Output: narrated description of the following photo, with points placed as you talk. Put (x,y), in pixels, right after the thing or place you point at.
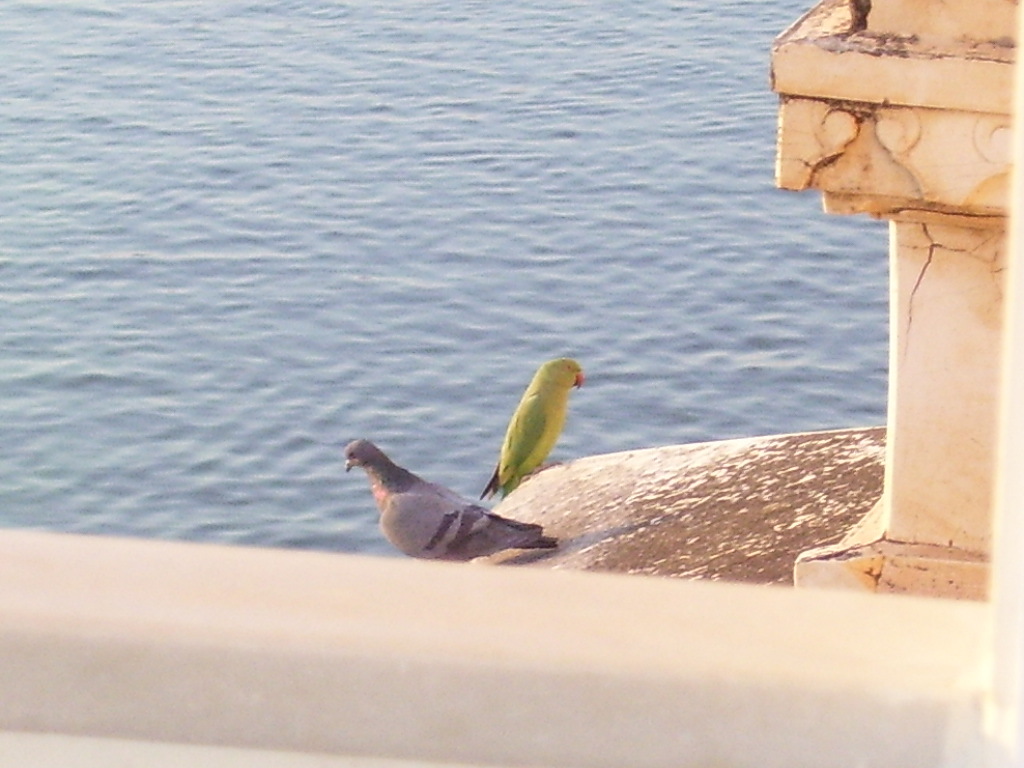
There is a parrot (516,481) and a pigeon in the foreground area of the image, it seems like a pillar (958,409) on the right (944,407) and a wall (440,665) at the bottom side (332,665). There is water (437,401) in the background (517,339).
